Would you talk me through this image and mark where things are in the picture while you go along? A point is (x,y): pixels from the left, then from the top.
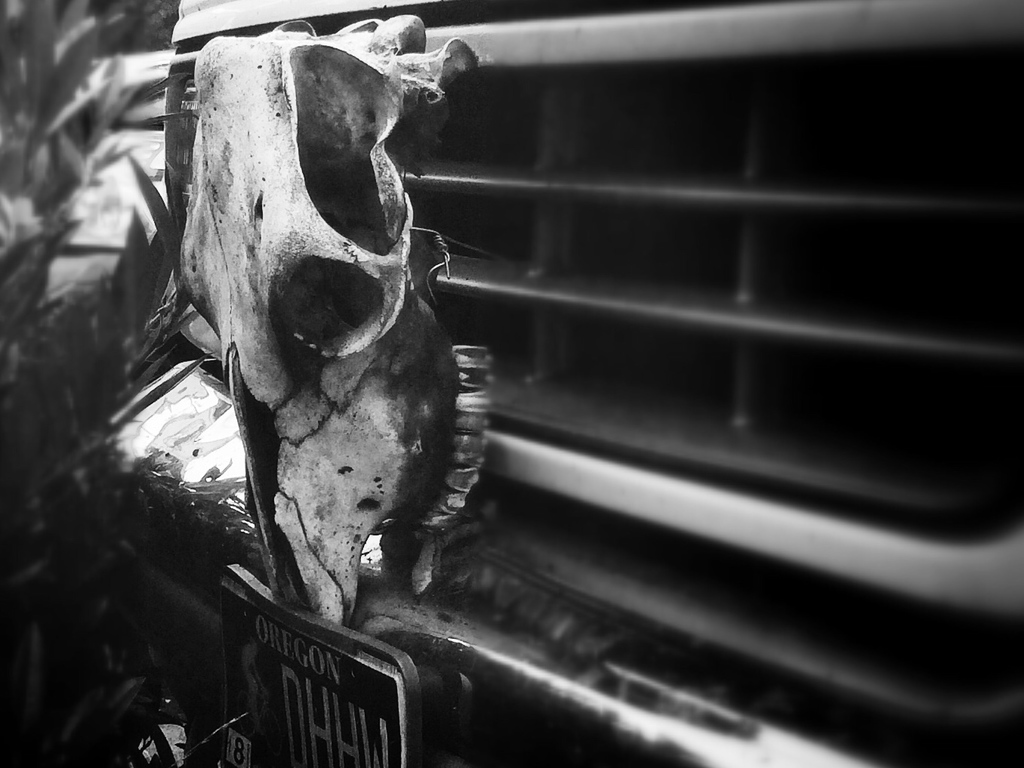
In this black and white image, we can see front view of a vehicle (770,526). There are leaves (52,308) on the left side of the image (66,243).
